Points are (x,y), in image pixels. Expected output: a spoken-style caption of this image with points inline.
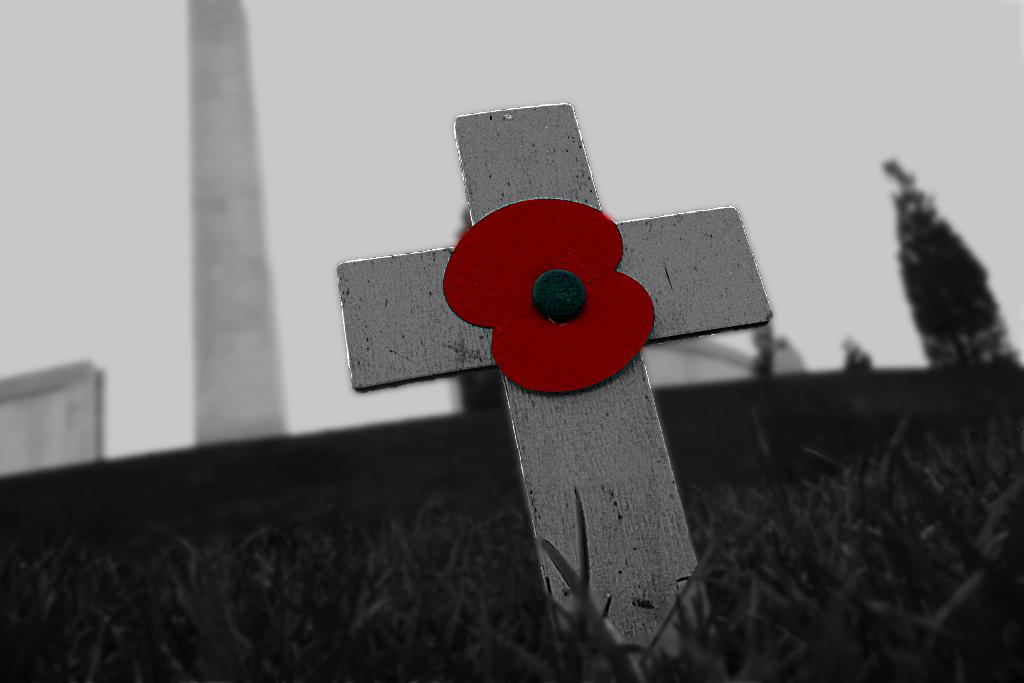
In this image I can see the grass (267,585) and a cross (641,491) which is black, red and ash in color in the grass (584,548). In the background (881,292) I can see a tree (922,320), few other objects (692,341) and the sky (350,92).
